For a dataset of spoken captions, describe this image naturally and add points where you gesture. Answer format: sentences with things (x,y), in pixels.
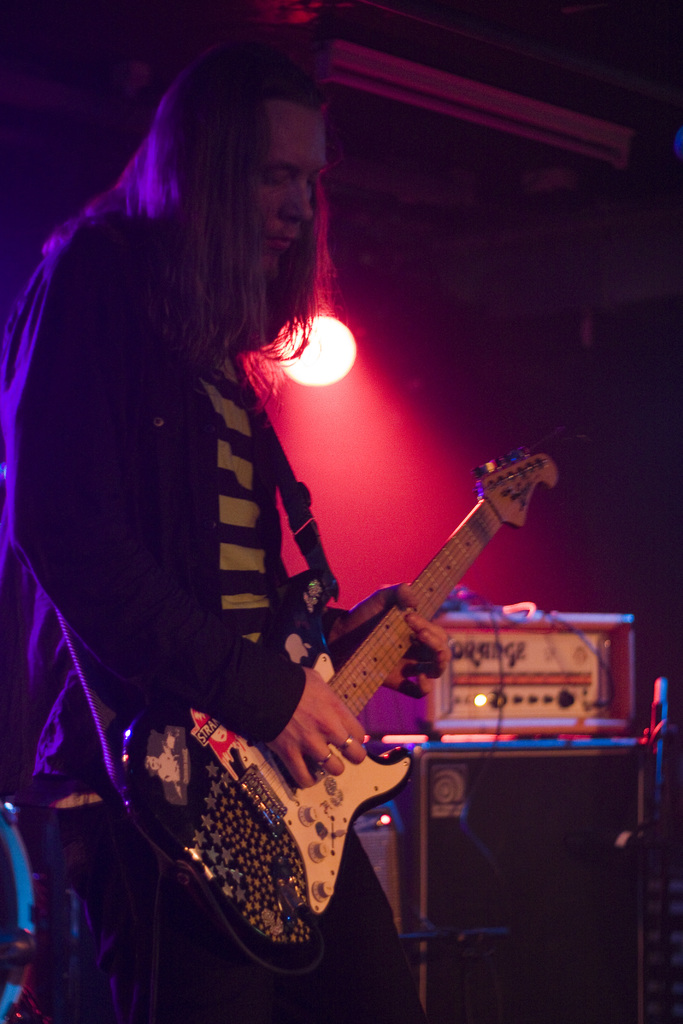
A man (194,343) is playing a guitar (342,808) on a stage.
